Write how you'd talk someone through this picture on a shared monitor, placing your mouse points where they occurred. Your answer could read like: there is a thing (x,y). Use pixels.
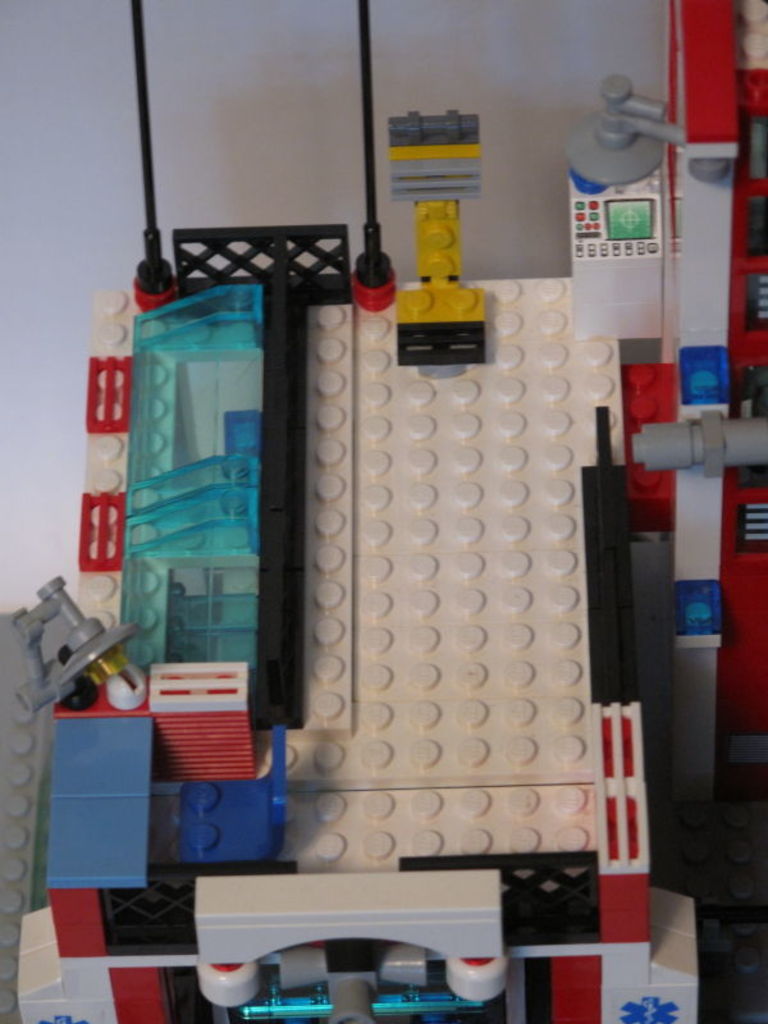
In this image I can see there is a toy (363,613) and it is in white, blue and red colors. It is placed on a white surface (56,85).
